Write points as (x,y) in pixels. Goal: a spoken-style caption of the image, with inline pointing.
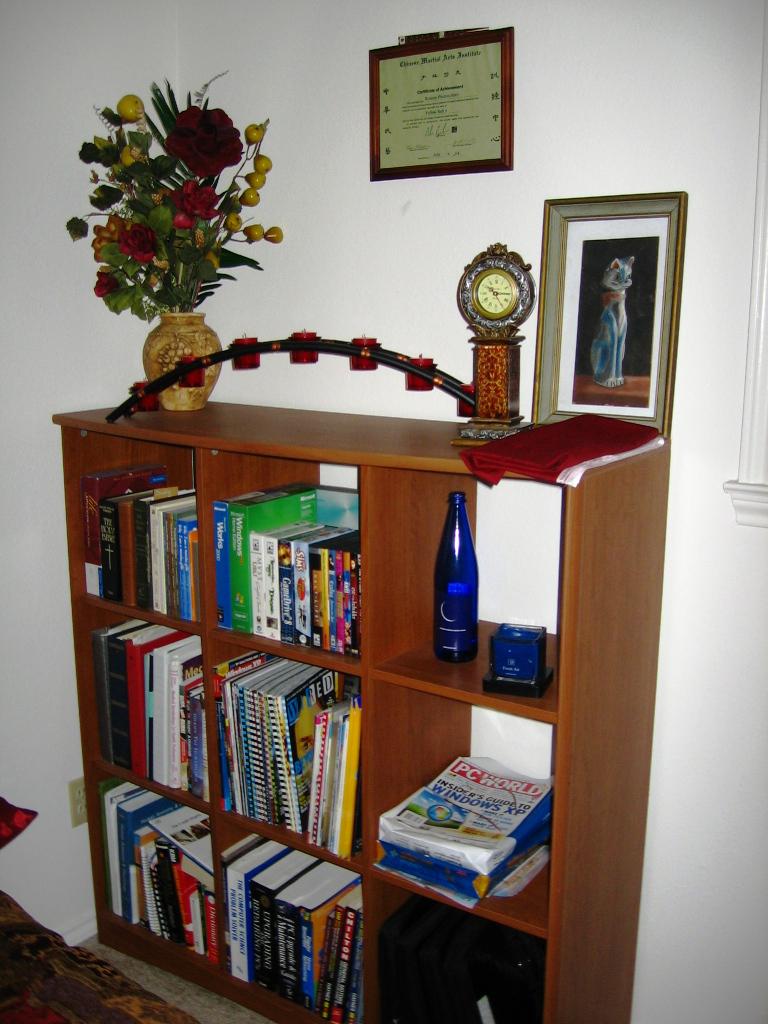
This is the picture of the inside of the house (458,624). There is a cupboard (342,431). There is a number of books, bottles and flower vase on a cupboard (392,528). We can see in the background (551,586) there is a wall (318,308) and photo frames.
